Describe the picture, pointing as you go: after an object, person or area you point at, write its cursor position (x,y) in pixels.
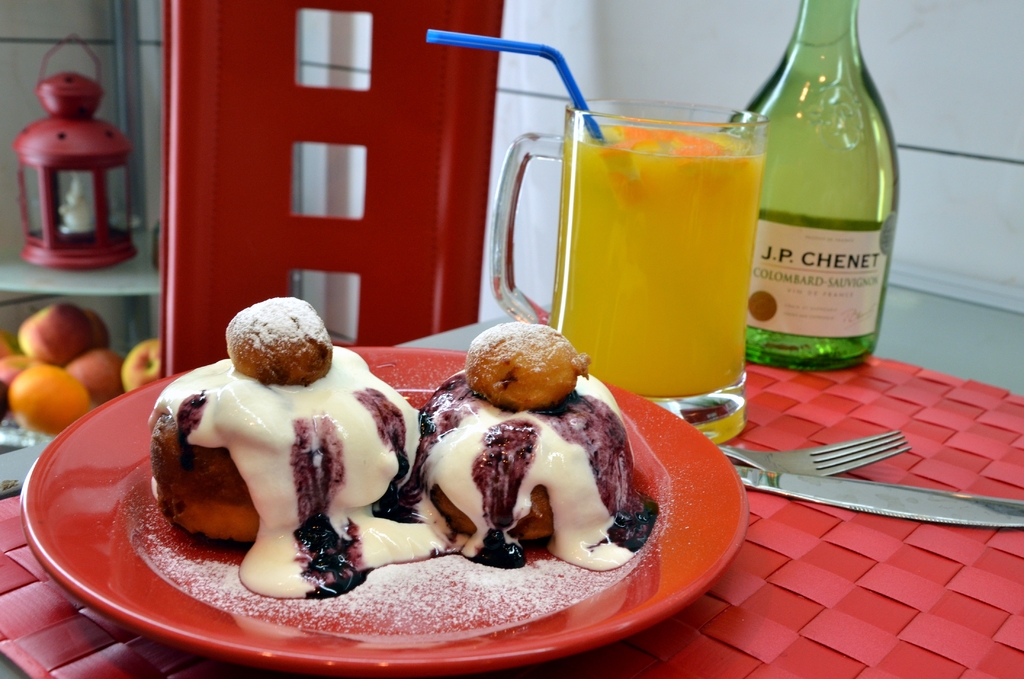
In this picture there is a glass (742,428) of juice (597,308), knife (995,507), fork (838,447), bottle (747,105) and doughnuts (433,498) which are placed on the table (757,427) and the table (832,597) is red in color and there is a lamp (110,190) and basket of fruit (64,318) at the left side of the image (51,177), there is an object (270,36) at the center of the image (379,292) which is red in color.
